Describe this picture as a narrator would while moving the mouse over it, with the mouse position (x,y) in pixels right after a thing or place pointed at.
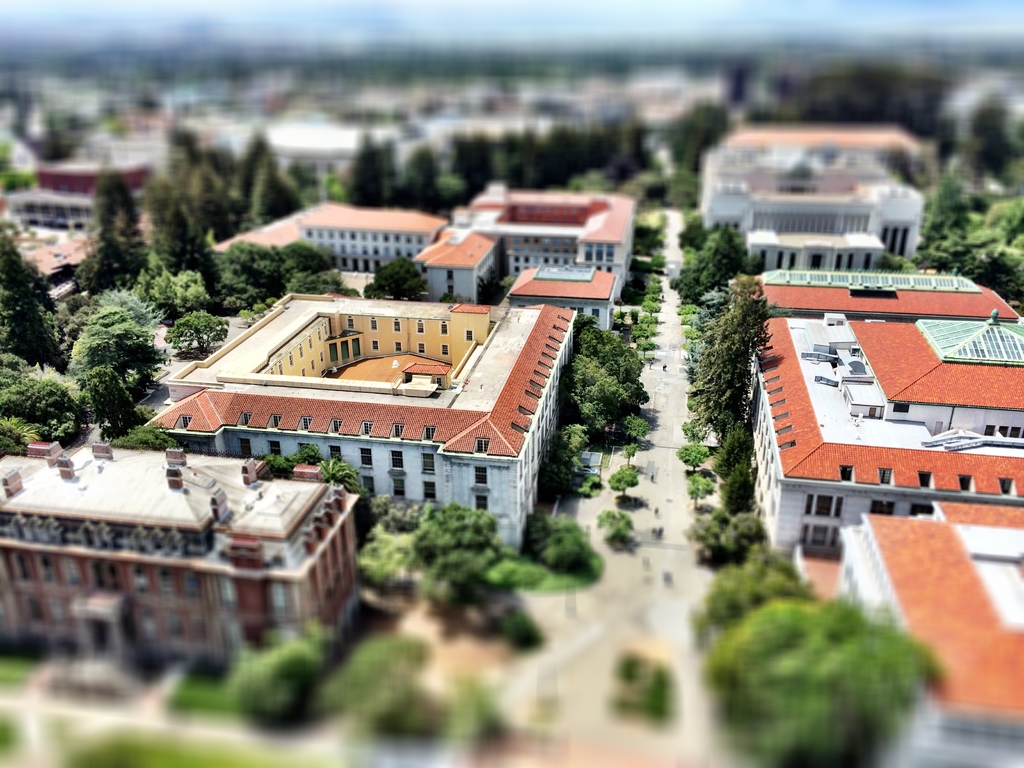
In this picture I can see the buildings (1014,636), trees (726,254), plants (744,450) and road (533,666). At the bottom (533,561) I can see the blur image. At the top (620,9) I can see the sky (538,22).
